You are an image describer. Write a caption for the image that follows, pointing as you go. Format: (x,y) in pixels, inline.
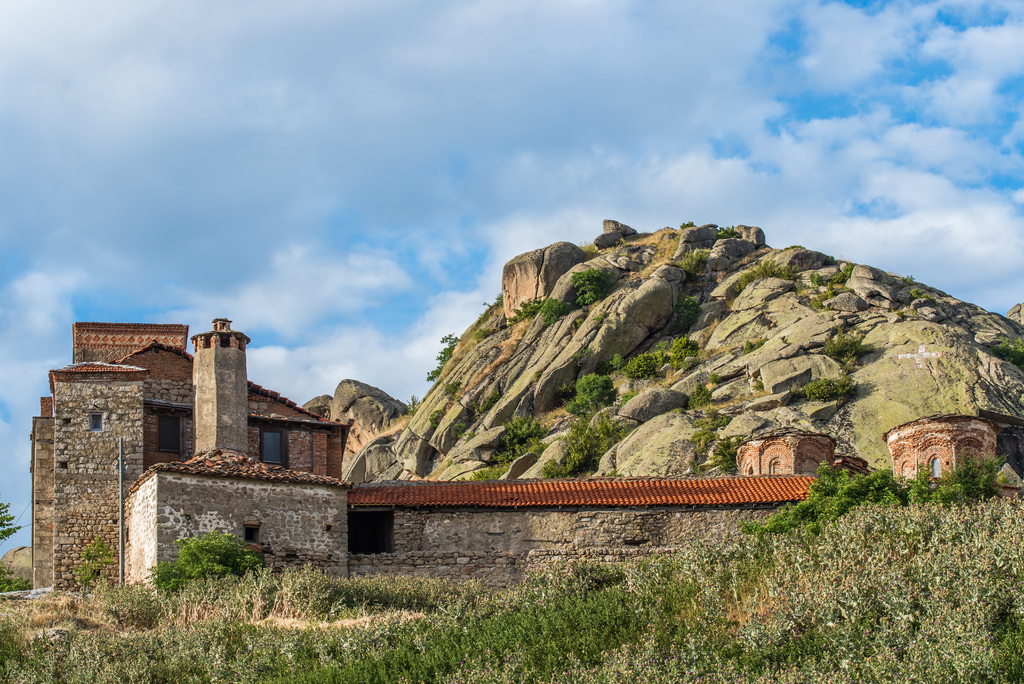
This looks like a building (278,514) with windows (273,453). This is the hill (659,391) with the rocks (828,360). I can see the trees (599,403) and plants (574,425). These are the clouds (763,174) in the sky (220,205).
